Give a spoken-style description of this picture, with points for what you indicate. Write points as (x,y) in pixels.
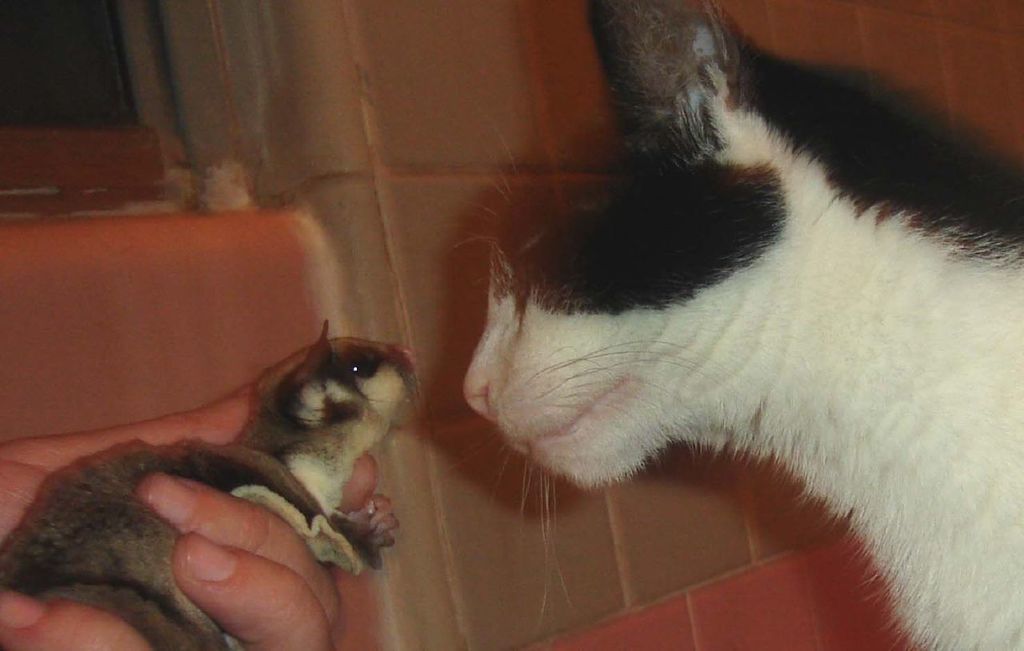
In this image we can see cat (638,342). On the left side of the image (314,449) we can see a sugar glider (135,555) in person's hand (209,577). In the background (249,169) there is a wall (375,160) and window (86,127).
